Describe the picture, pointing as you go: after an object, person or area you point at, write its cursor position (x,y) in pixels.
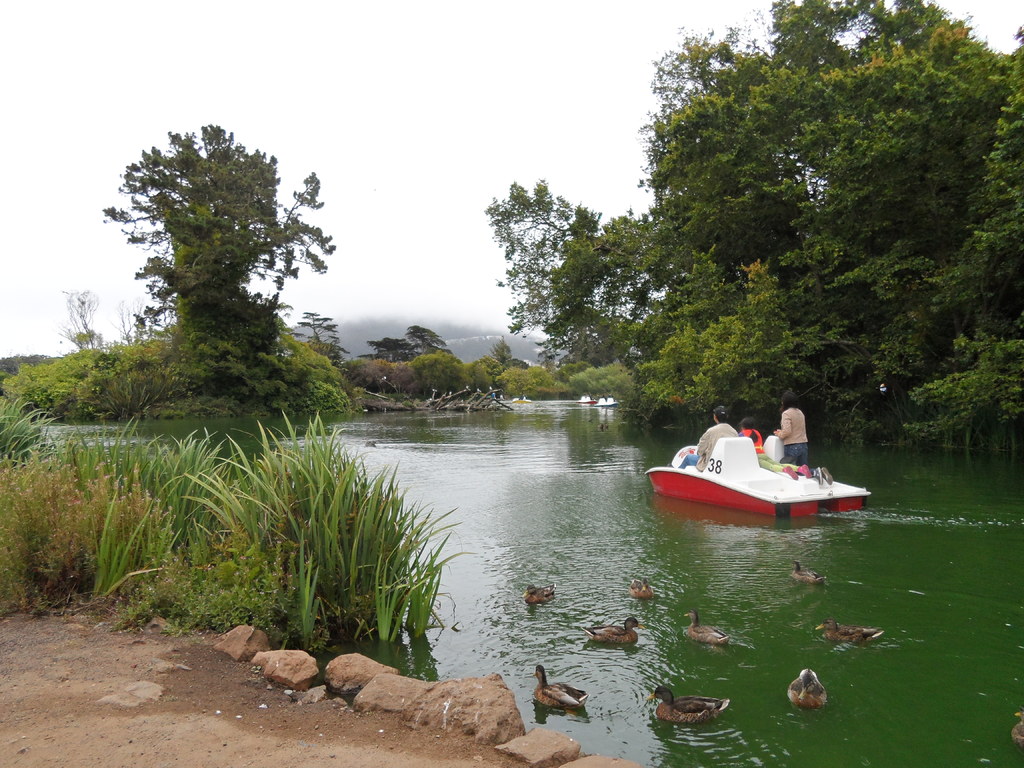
Bottom right side of the image (935,626) there is water (626,743), on the water (647,559) there are some ducks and ship (833,486). In the ship (750,496) few people (767,460) are sitting. Top right side of the image (858,26) there are some trees (703,41). Top left side of the image (211,135) there are some trees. Behind the trees (609,378) there are some clouds (426,230) and sky (118,294). Bottom left side of the image (335,526) there are some stones (544,737) and grass (266,557).
